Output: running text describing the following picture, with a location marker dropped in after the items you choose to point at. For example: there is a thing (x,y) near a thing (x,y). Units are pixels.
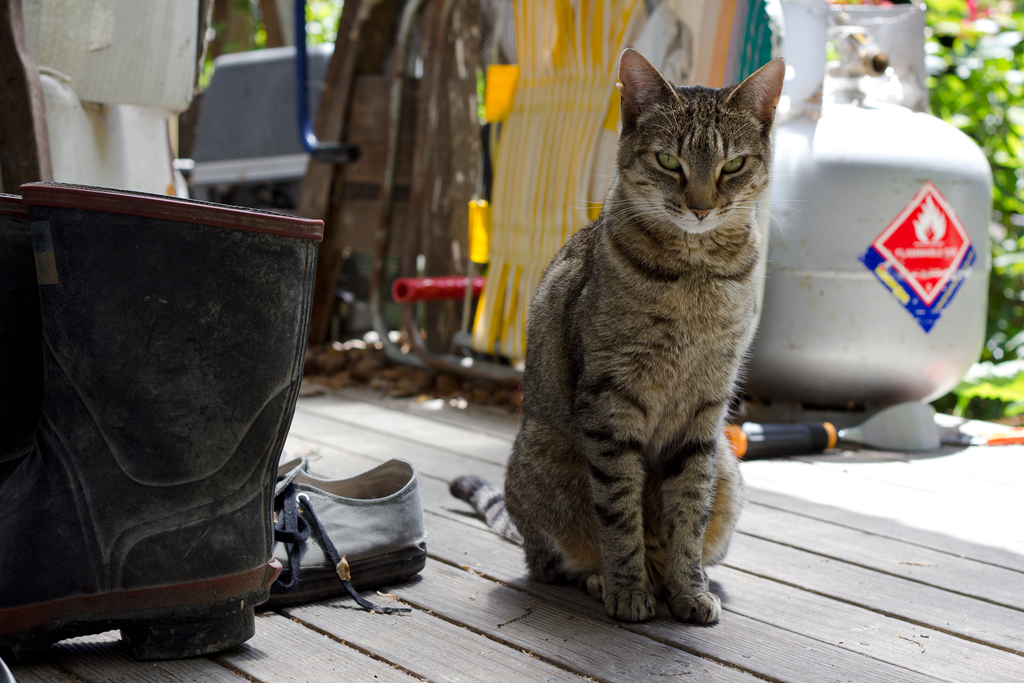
In this picture there is a cat (593,550) sitting on the wooden platform (534,603) and we can see footwear (304,513). In the background of the image (905,65) it is blurry and we can see objects (143,129) and green leaves (964,100).
